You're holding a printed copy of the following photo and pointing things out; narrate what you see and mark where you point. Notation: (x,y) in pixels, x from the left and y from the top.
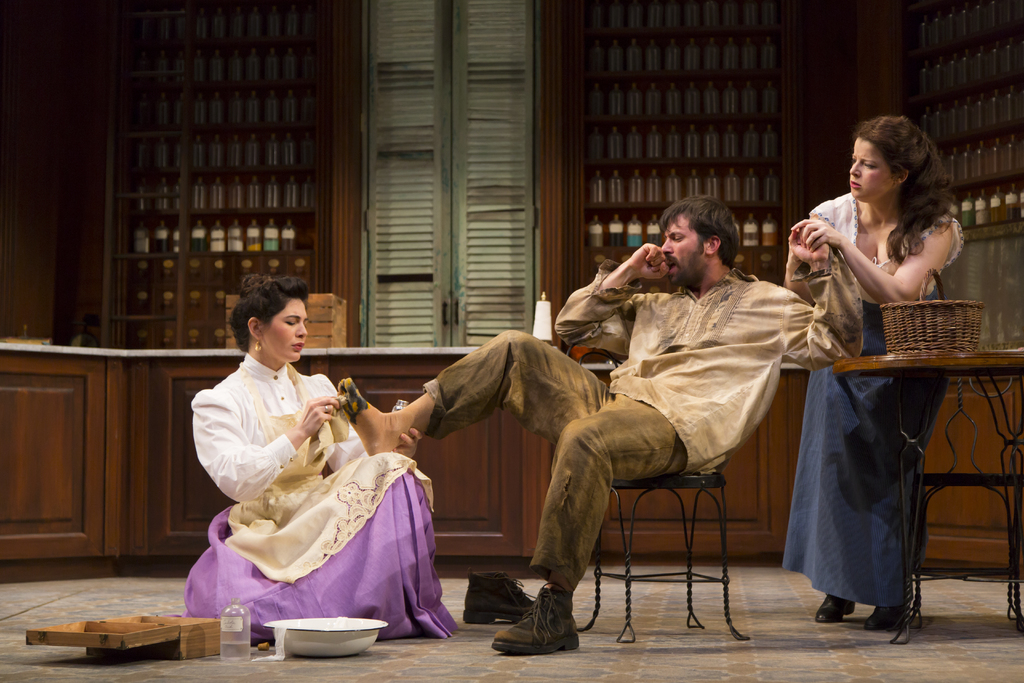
This picture is taken inside a room (555,671). In this image, on the right side (894,423), we can see a woman (932,399) standing in front of the table (966,362), on that table (918,371), we can see a basket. In the middle of the image (653,365), we can see a man (733,345) sitting on the chair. On the left side (325,451), we can see a woman (290,468) is in squat position and holding the leg (402,418) of a person (450,423) in her hand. In the background (255,240), we can see some bottles (273,244) on the shelf (606,232), door (445,185) and a table (793,385). At the bottom (232,621), we can see a bowl (290,624), bottle (230,608) and a wood box (213,650).
